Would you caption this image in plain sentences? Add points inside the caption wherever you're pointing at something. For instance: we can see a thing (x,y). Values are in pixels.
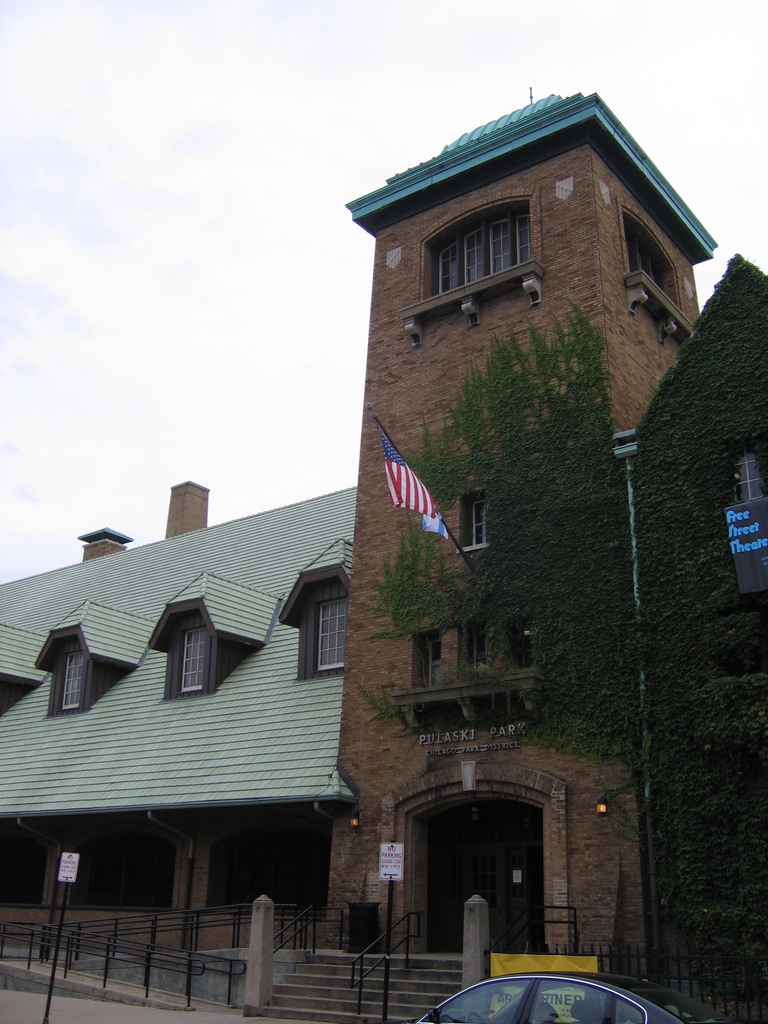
In this image I see a building (458,659) over here and I see a flag (398,474) which is of white, red and blue in color and I see the poles (258,922) over here and I see the steps (345,988) and I see a car (509,1020) over here and I see the plants (569,457) on the building (435,431) and I see something is written over here and I see that there are windows (482,247) on this building (205,625). In the background (81,448) I see the sky (144,221).
